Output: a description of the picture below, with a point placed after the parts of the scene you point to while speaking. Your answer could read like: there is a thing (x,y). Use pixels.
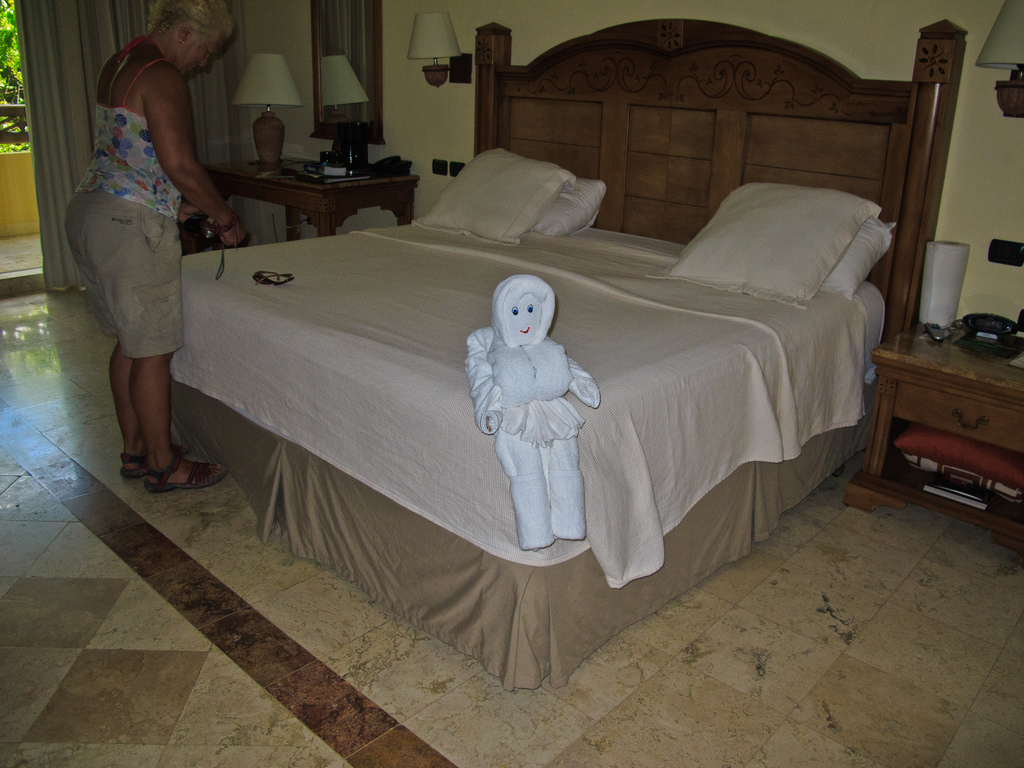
This picture is clicked inside a bedroom (212,511). There is a big bed (362,334) at the center of the room (105,475). On the bed (412,293) there are pillows (502,211), a toy (512,367) and sunglasses (271,282). Near to the bed (238,284) there is a woman (139,210) standing. On the either sides of the bed (285,286) there are tables (315,208). The table (944,371) at the right corner (996,328) there is a mobile phone (937,337), a paper roll (944,302), a book (955,495) and a pillow (979,463). On the table (323,189) at the left corner (277,133) there is a table lamp (277,148), books (336,173) and some things (353,162). Above to it there is a mirror (353,86) on the wall (292,53). On the above left corner of the image (66,89) there is a curtain (67,102), railing (22,125) and trees (16,86). In the background (443,77) there is wall (579,26) and wall lamps (446,55) hanging to it.
